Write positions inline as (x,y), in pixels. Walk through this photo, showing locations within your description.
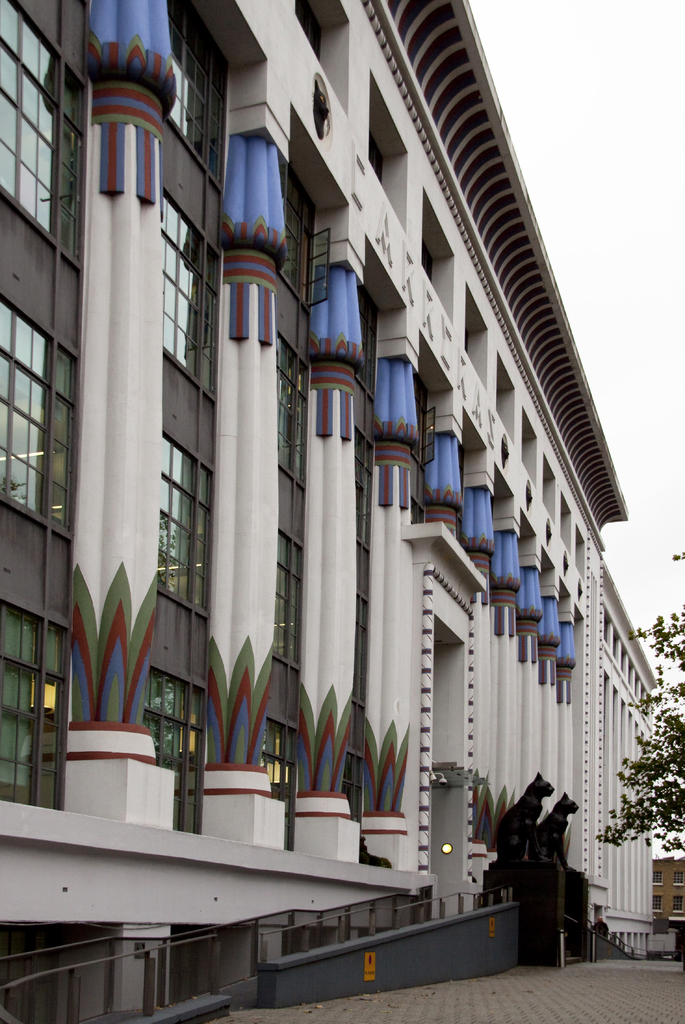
In this image there is a building (417,733) and there are sculptures (533,860). On the right (647,815) we can see a tree (656,771). In the background (647,385) there is sky (622,315).
